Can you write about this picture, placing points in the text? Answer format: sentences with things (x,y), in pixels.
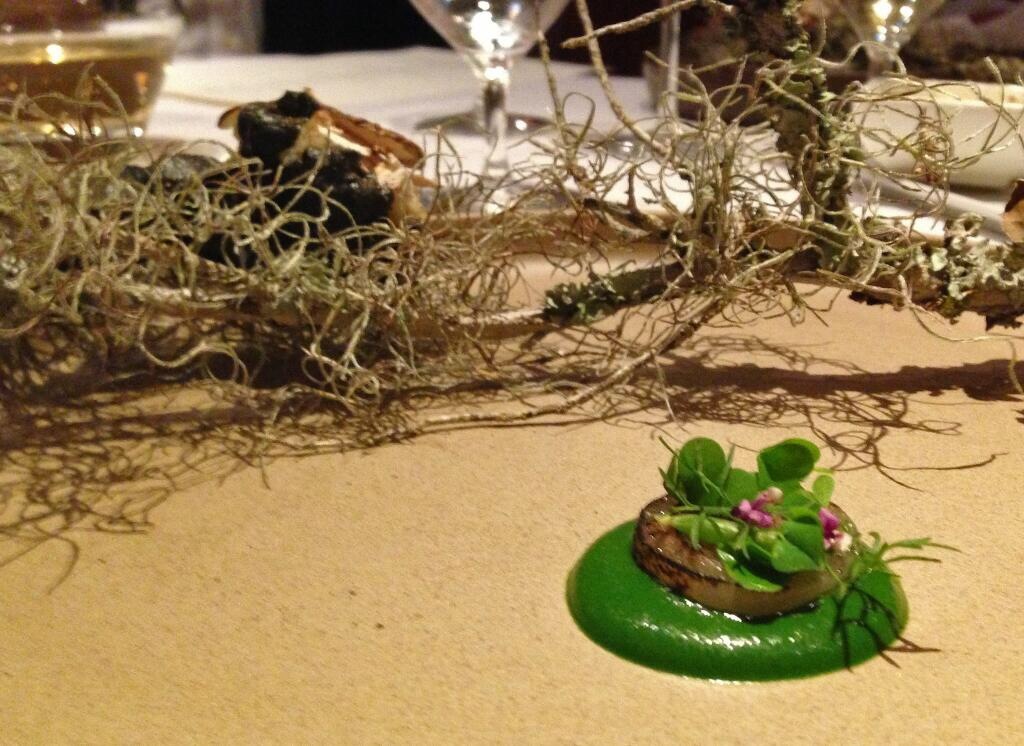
In this image I can see there is some food (644,618) placed in the plate (468,611) and there are few wine glasses (34,47) placed on the table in the background (2,40).
